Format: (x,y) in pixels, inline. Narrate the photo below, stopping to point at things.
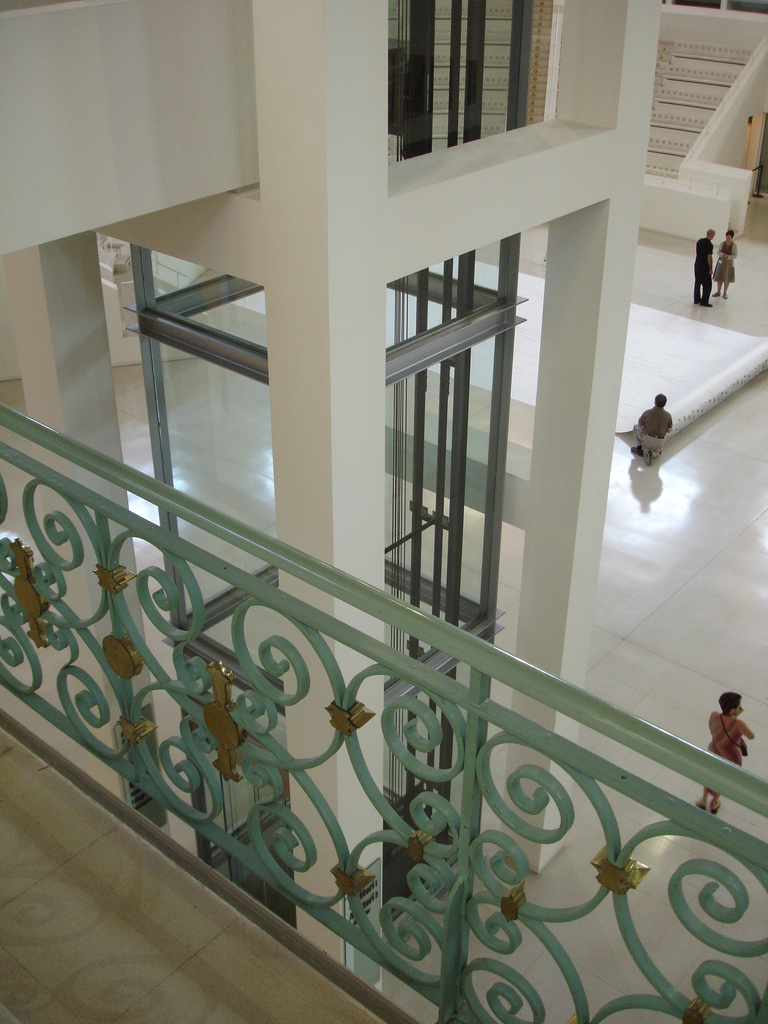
In the picture we can see a view from inside the building (558,777) and from an upper floor path (117,808) and railing (193,587) and from it we can see deep on the ground floor (620,570) with white tiles (690,669) and some people (661,441) walking on it and in the background (664,152) we can see the steps (673,128) and railing (651,191) to it.
